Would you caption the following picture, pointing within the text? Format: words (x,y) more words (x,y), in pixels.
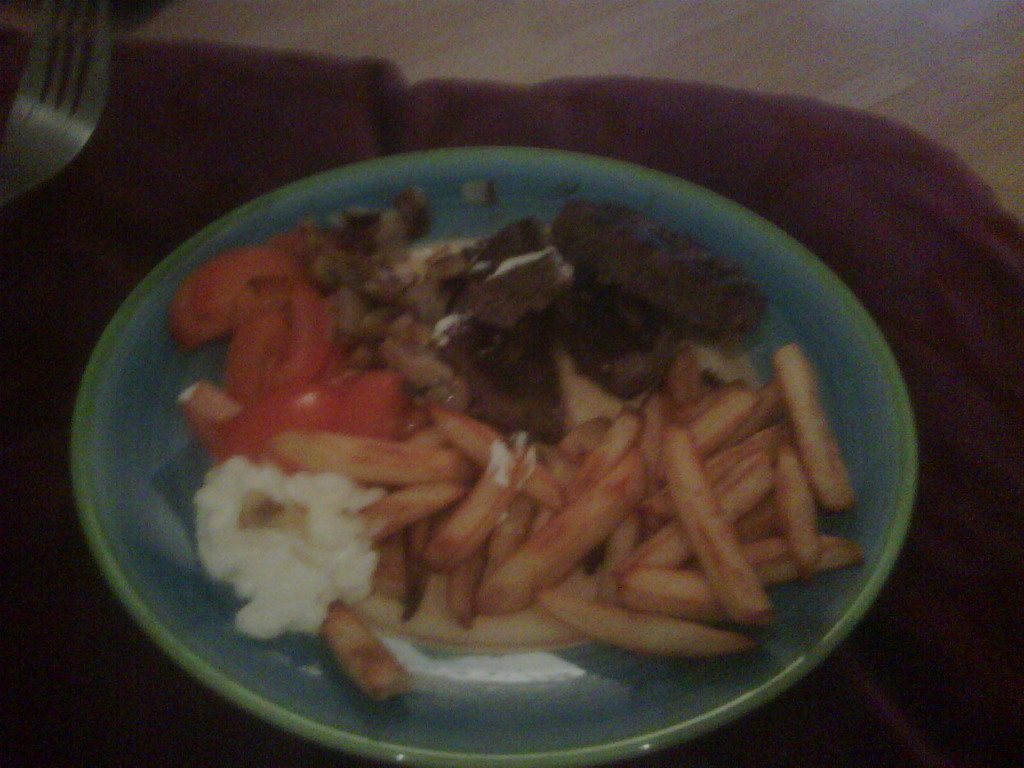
As we can see in the image there is a plate (226,591) and fork (45,153) on table (877,40). In plate (416,672) there are french fries (549,575) and other food items (426,374).
